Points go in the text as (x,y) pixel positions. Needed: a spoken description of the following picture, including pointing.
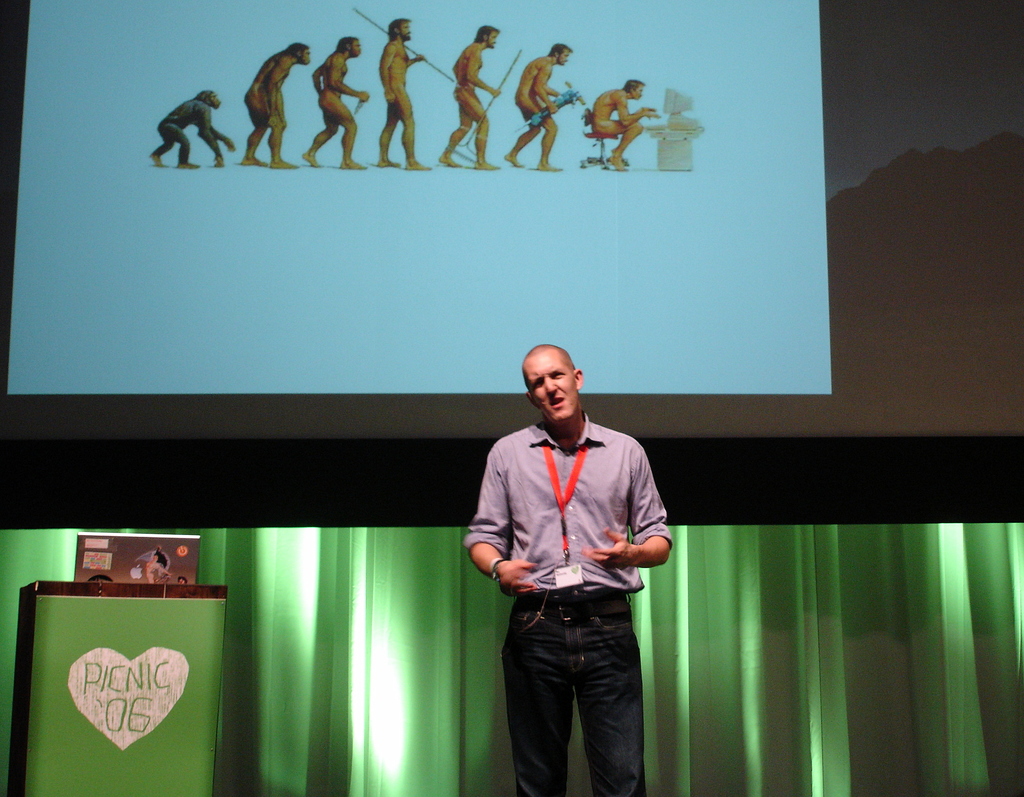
In this image we can see a person (590,581) standing and in the background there is a screen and a green color curtain (407,632) and a podium (119,627) on the left side (135,676).
